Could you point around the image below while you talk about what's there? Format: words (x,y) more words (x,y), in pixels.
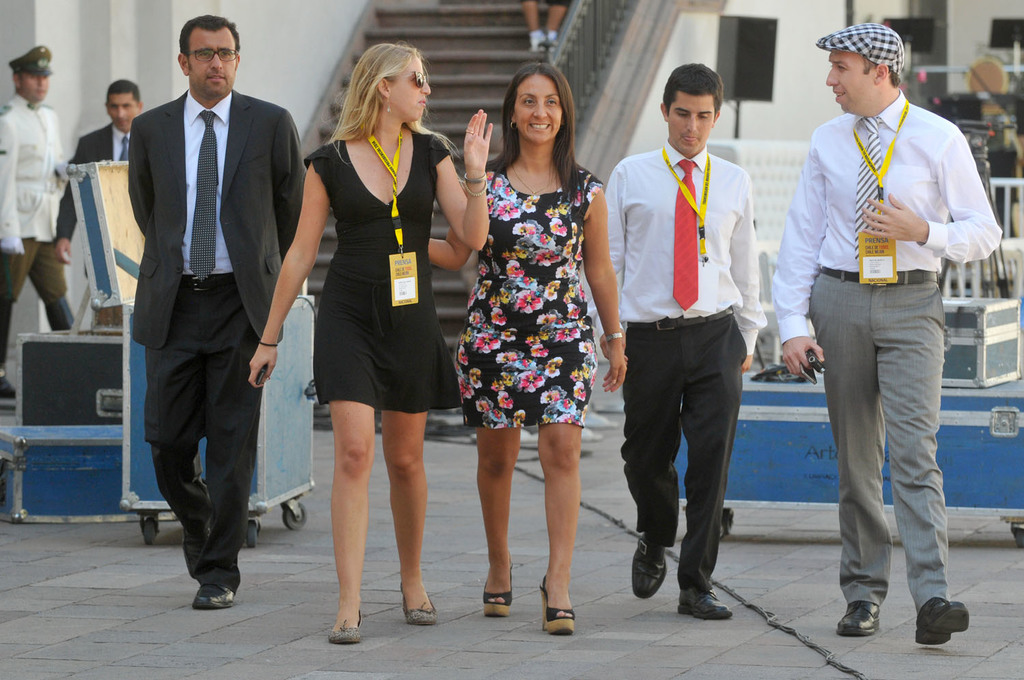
In this image there are a few people (535,315) walking with a smile on their face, behind them there are a few suitcases (289,378) and there are two people (83,149) standing, behind them there is a staircase (462,96).
